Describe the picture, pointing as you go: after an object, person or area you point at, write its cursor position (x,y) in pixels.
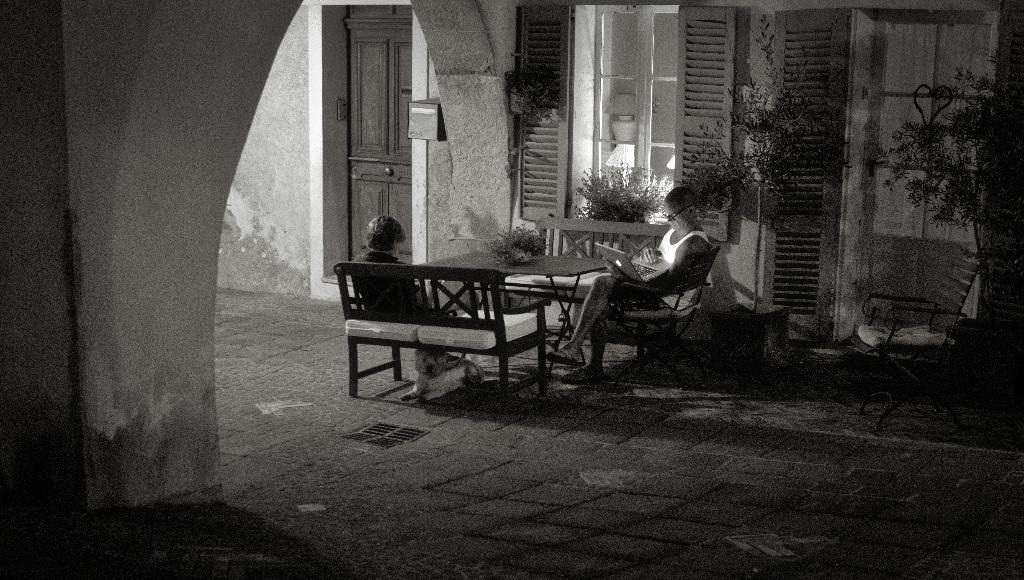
This is a black and white picture. A person (686,249) holding a laptop (646,278) is sitting on a chair (650,317). A lady (378,245) sitting on a bench (470,322). In front of them there is a table (560,265). And on the table (573,267) there is a pot (518,255) with plants (517,241). There is a window (610,121) behind him. There is a door (368,138) on the wall (746,227). There are small trees (925,190). There is a small table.
